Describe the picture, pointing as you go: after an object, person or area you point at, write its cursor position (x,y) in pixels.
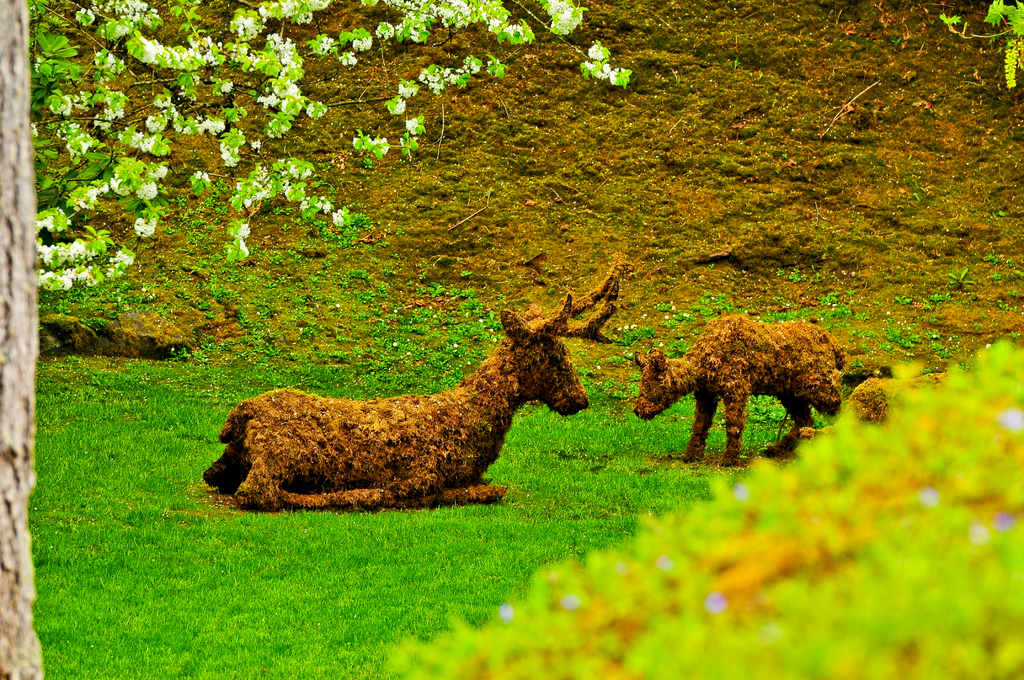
In the center of the image (525,393) we can see two statues (407,469). On the left side of the image (12,419), we can see one object (29,484). At the bottom right side of the image (840,554), we can see it is blurred. In the background (670,126), we can see the grass (773,23) and branches (961,26) with leaves (951,18) and flowers (475,61).
